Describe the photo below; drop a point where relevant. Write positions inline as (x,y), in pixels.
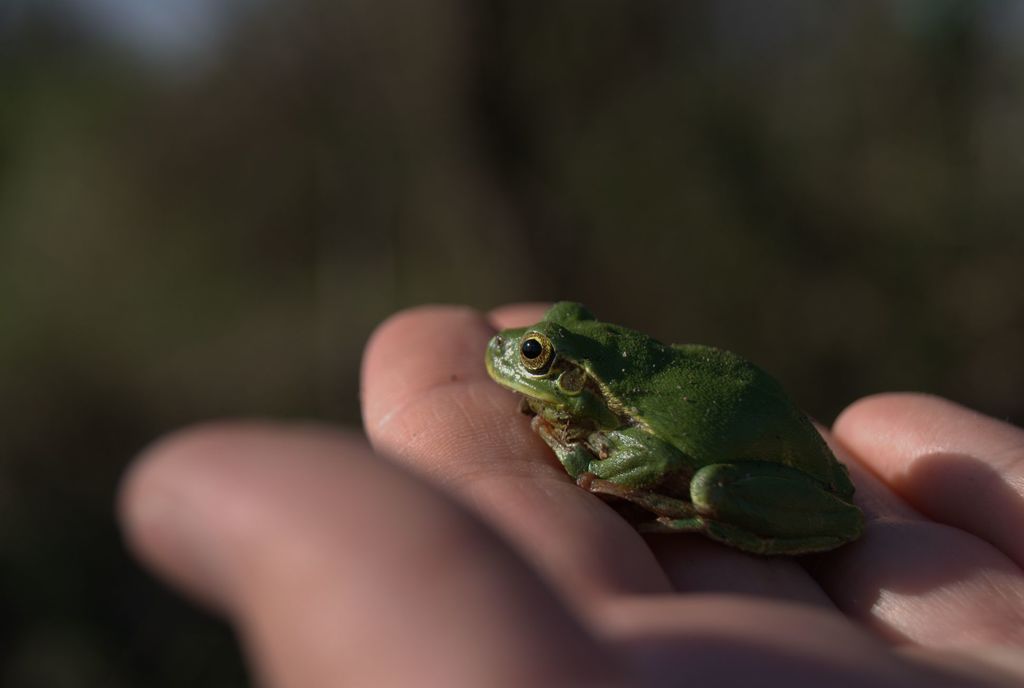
In this image we can see a frog (702,412) on a person's fingers (505,436). In the background (57,368) the image is blur.
